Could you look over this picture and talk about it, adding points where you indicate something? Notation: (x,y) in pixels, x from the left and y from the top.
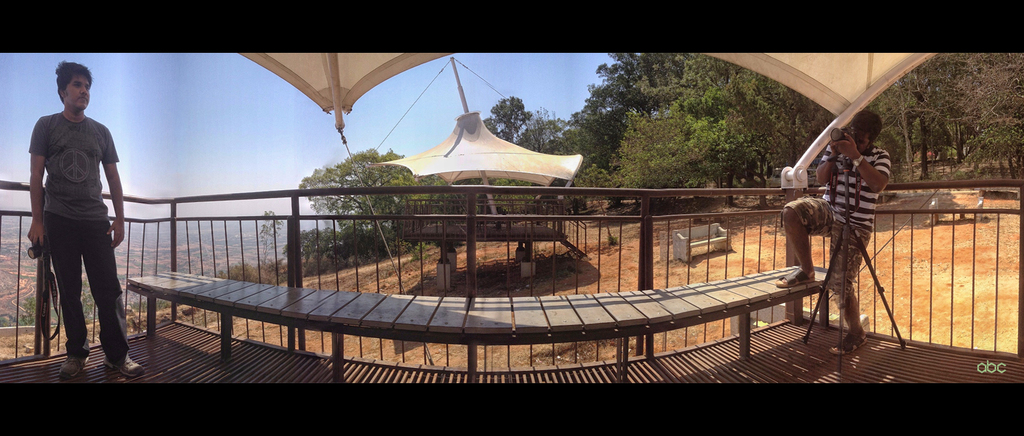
In the image we can see two men (37,177) standing, wearing clothes (97,265), shoes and they are holding a camera (40,252). Here we can see wooden bench (266,295), fence (292,251) and pole tent (498,139). Here we can see trees (672,119), plants (249,273) and the sky (201,160).
